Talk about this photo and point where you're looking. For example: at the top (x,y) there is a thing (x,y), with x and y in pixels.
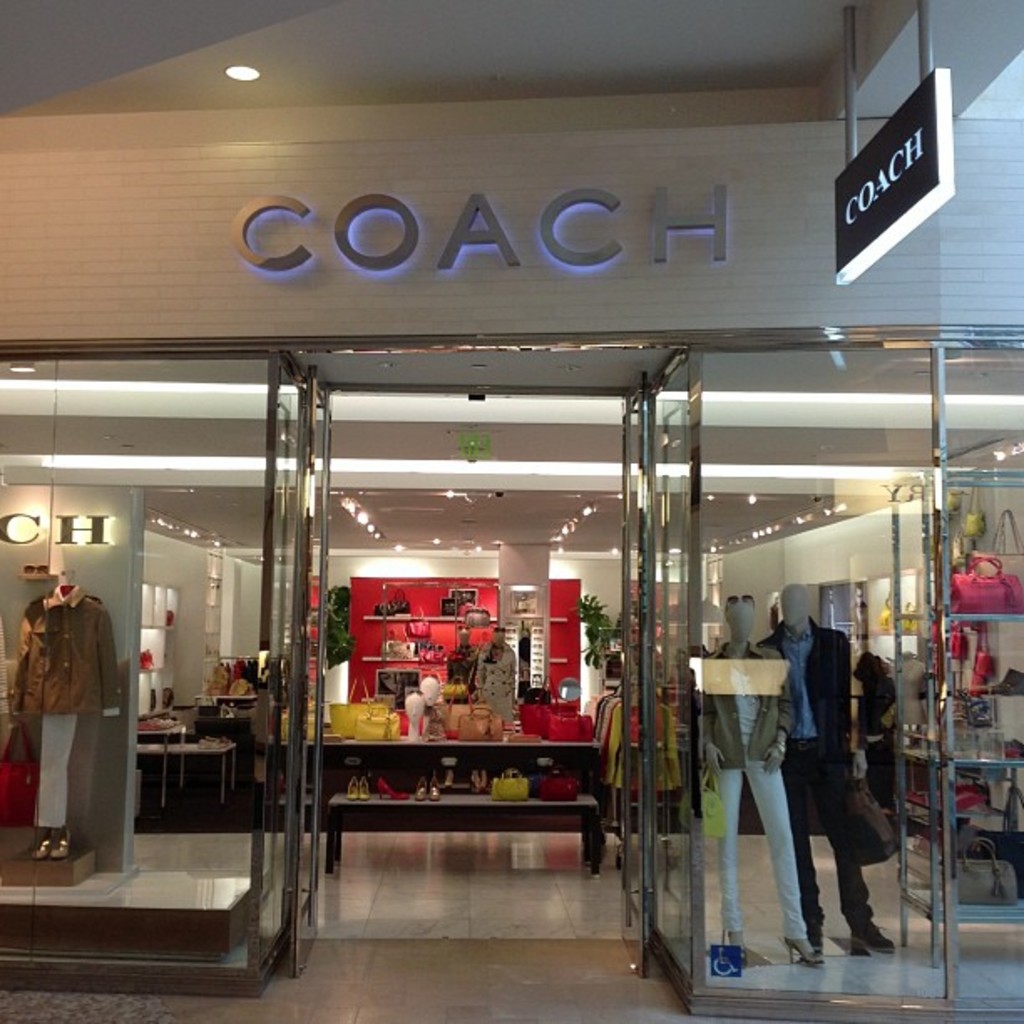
In this image we can see the clothing store (569,528). We can see the mannequins (748,716), racks (1012,471) and also the shelves (170,628). We can see the clothes (470,654), bags (1014,602) and also the footwear (384,784). In the center (504,682) we can see the table (411,798) and on the table (500,748) we can see the mannequins (415,703), handbags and also the heels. We can also see the ceiling (455,500) with the lights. We can see the wall (231,581), glass doors (162,620). We can also see the board (896,187). At the bottom (495,959) we can see the floor (495,959).
